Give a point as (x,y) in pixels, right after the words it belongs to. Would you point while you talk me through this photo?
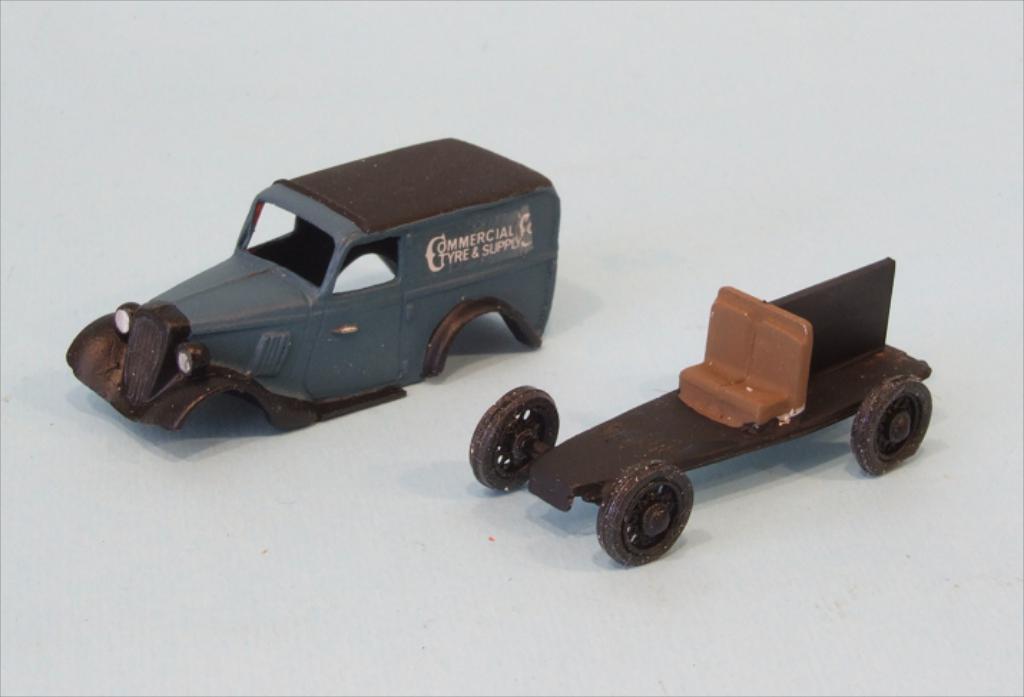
In this picture we can see couple of toys (441,335).
